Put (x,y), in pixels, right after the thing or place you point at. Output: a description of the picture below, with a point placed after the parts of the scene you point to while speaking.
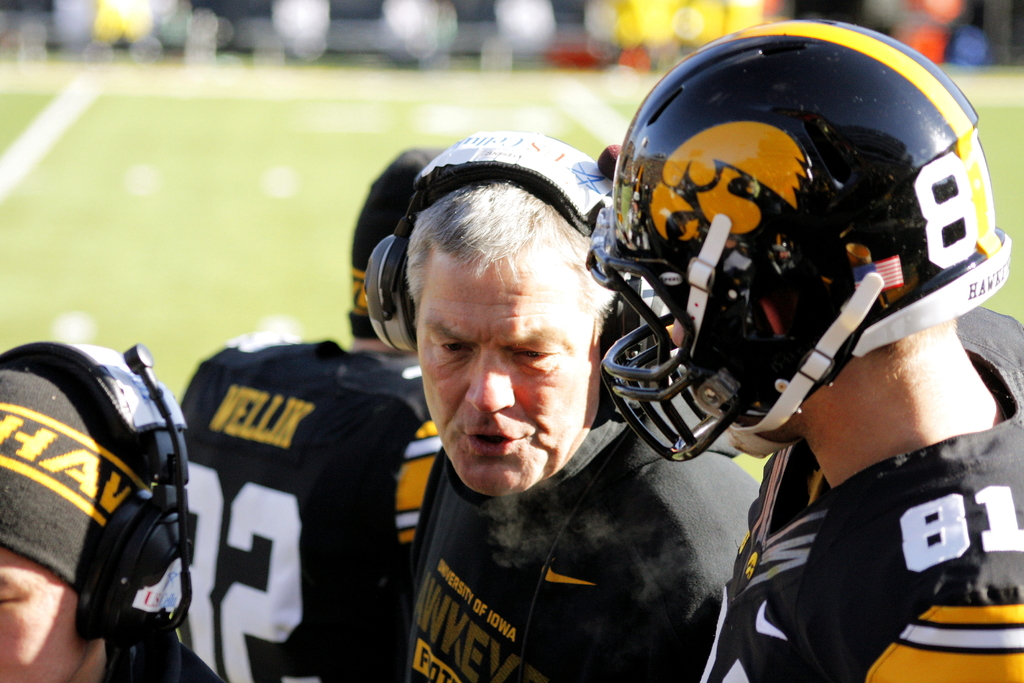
In the picture we can see some players (360,541) on the playground (138,234) are standing and they are wearing a helmet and black T-shirts (621,554) and in the background (339,92) we can see a grass surface (21,239).
